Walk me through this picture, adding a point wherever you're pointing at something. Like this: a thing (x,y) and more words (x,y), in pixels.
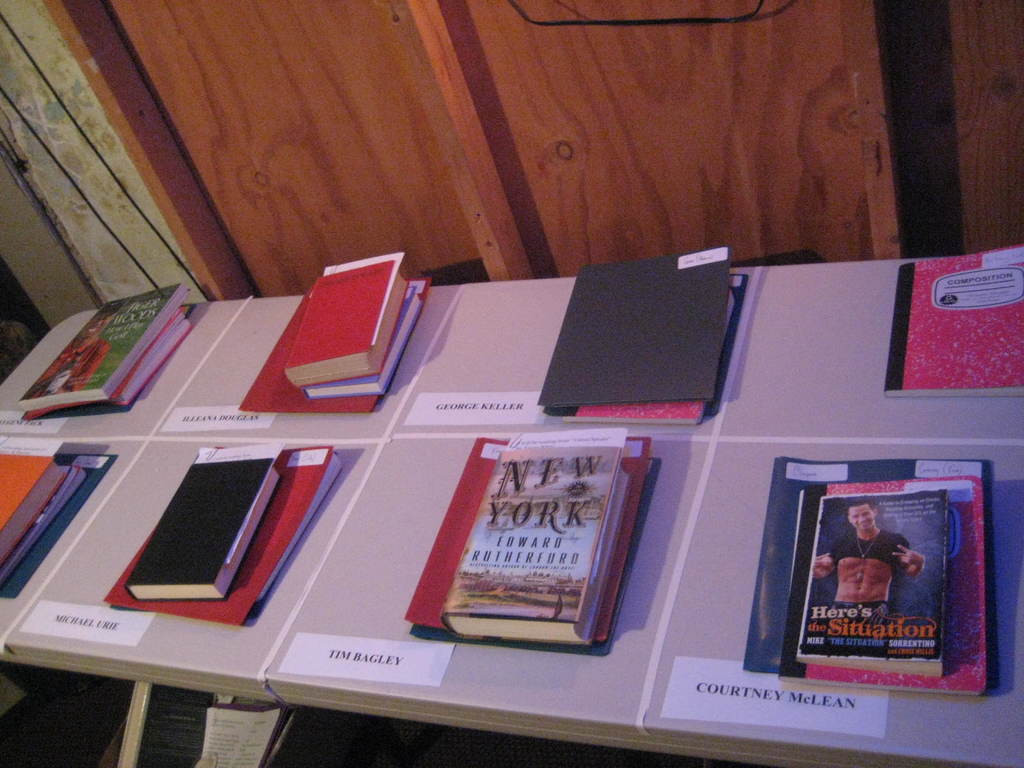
This picture contains a table (115,508) on which books (985,645) are placed. At the bottom of each book (285,481), we see some text (744,692) written on a piece of paper (416,650). Behind that, we see a brown door (579,155) and a white wall (79,173). This picture might be clicked in the library (355,740).
